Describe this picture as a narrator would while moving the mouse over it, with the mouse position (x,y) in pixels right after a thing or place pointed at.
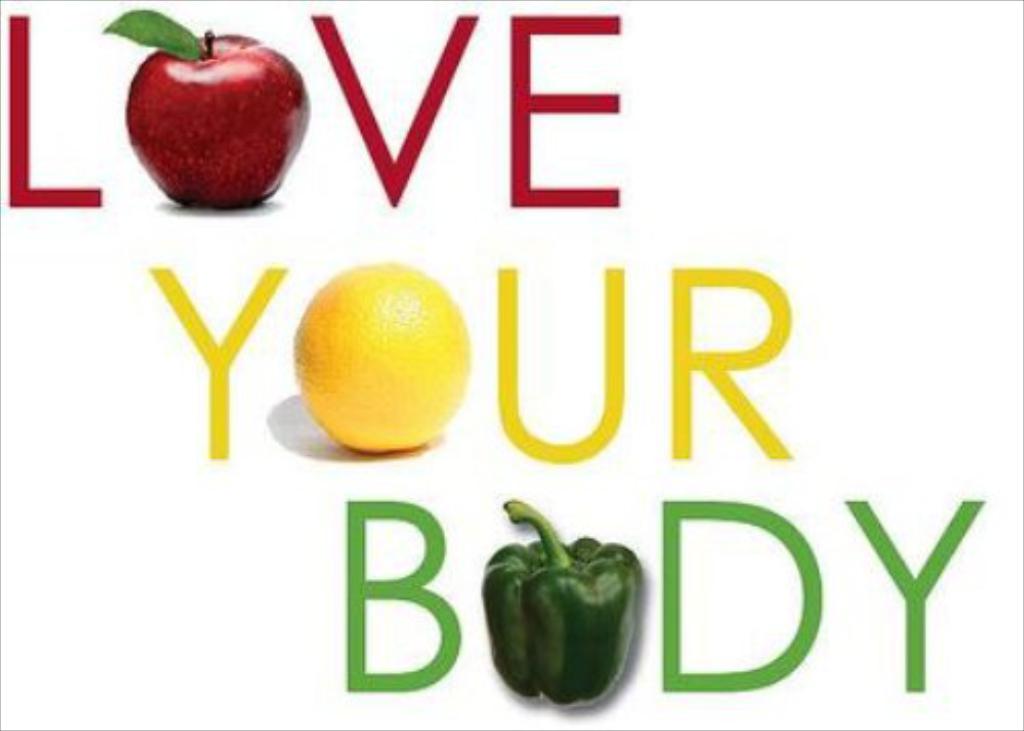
In this image there are some text (668,623) and images (388,380).
